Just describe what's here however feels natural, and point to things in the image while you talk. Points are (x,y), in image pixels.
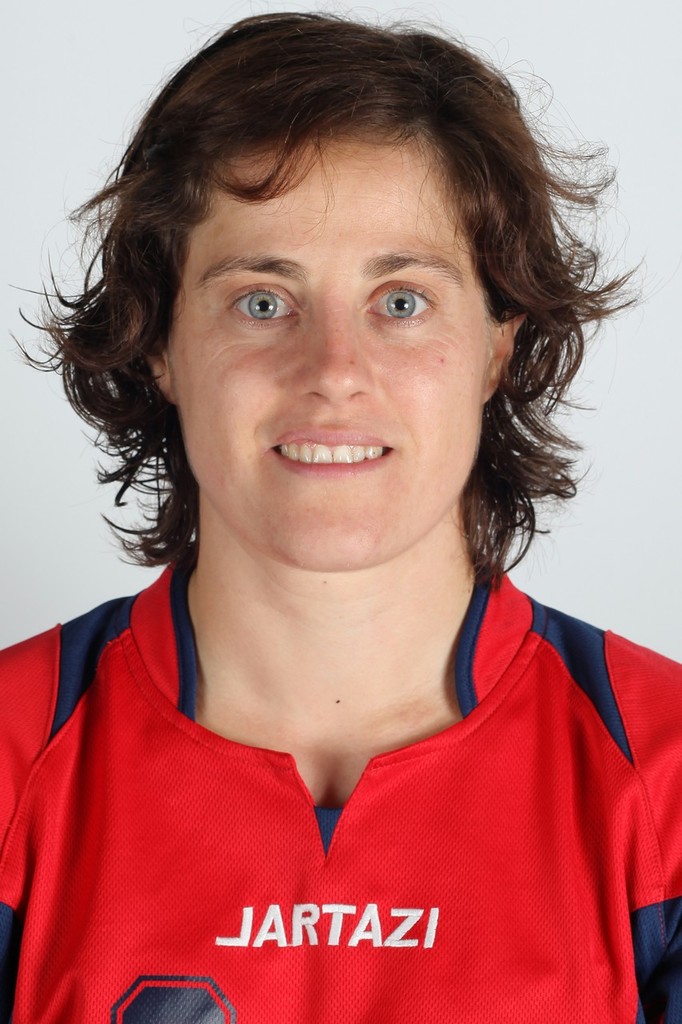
In this picture we can see a person (350,592), the person (310,705) wore a red color T-shirt (385,814).
